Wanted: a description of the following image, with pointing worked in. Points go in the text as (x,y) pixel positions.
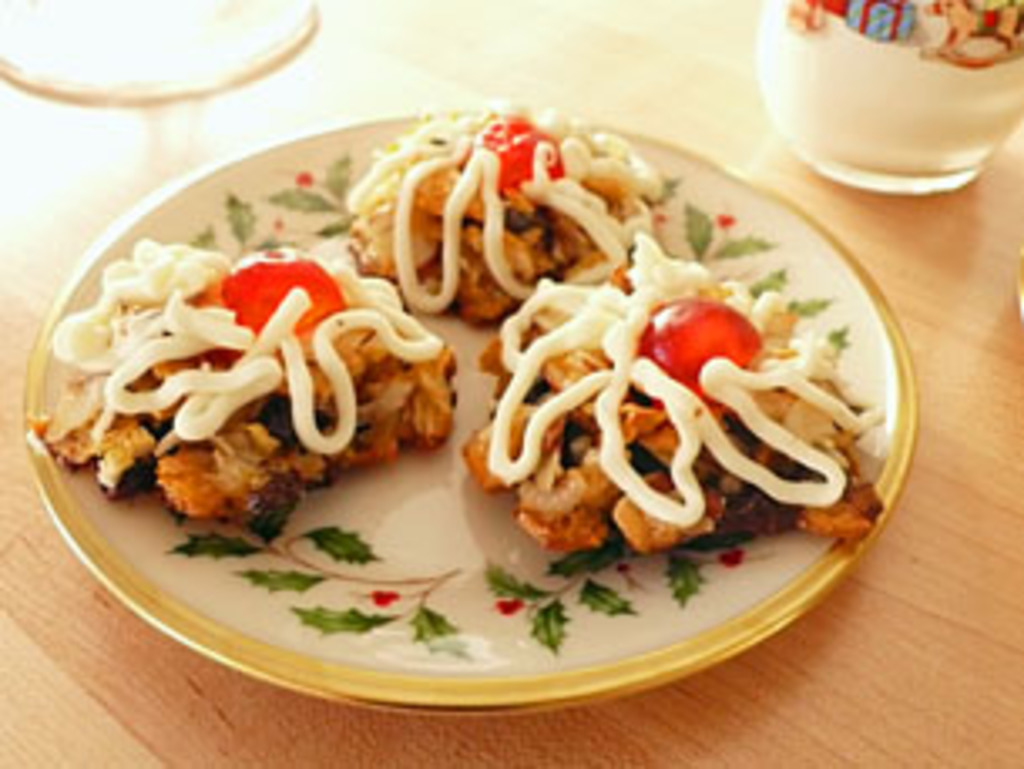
In this picture we can see food (394,289) in the plate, beside to the plate (889,515) we can find a glass (859,157) on the table (895,526).
